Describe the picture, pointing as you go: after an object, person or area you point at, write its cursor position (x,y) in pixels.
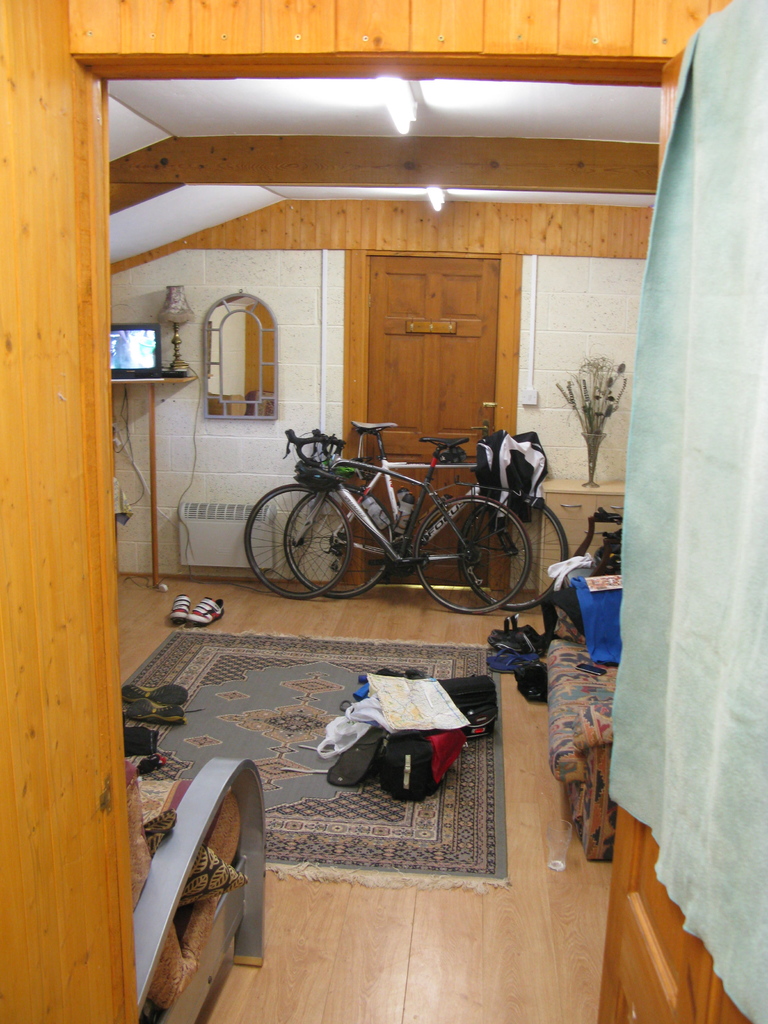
In this image in the center (412,483) there are two cycles (428,523) and on the cycles (544,513) there are some clothes (532,504) and on the right side (588,757) and left side (253,808) there are couches (259,829). On the couches (549,696) there are some clothes (593,657) and in the background (493,323) there is one door (344,325), on the left side (148,350) there is one television (158,348) and lamp (174,313) and one mirror (274,341). On the right side (596,414) there is one flower pot (590,458), at the bottom (375,754) there is a floor (128,639). On the floor (291,1015) there are some shoes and bags (399,774) and one carpet (275,670), on the top (328,135) there is ceiling (387,131) and some lights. In the foreground (657,522) there is a door (695,549), on the door (698,696) there is one towel (673,620).
